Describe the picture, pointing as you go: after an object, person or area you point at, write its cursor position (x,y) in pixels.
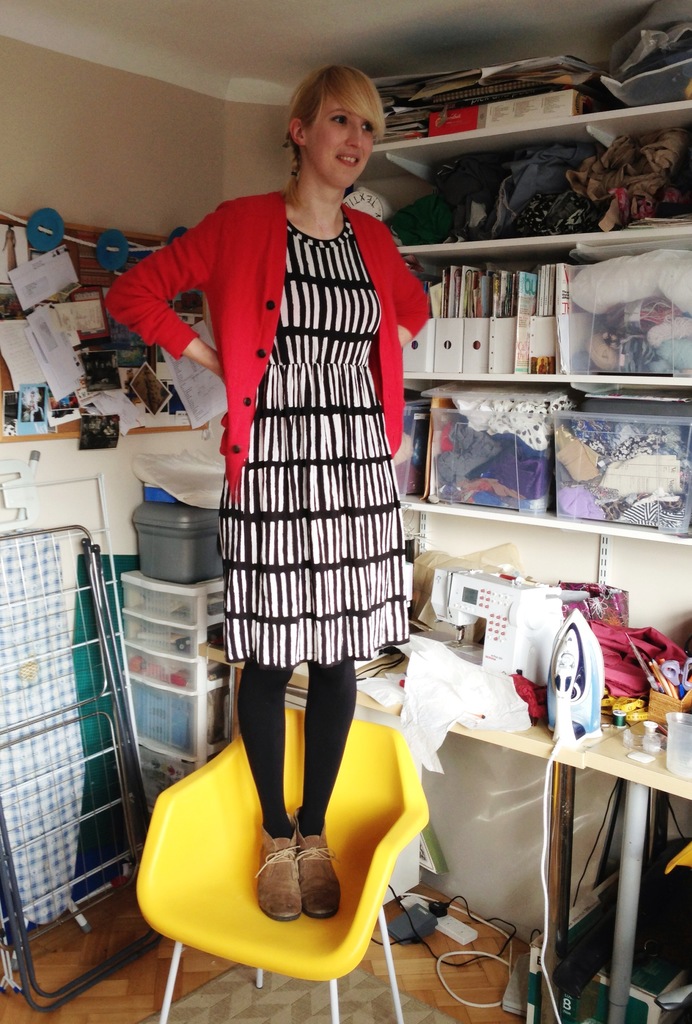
The image is inside the room (682,553). In the image there is a woman (381,362) standing on chair (312,969) behind the woman (315,662) there is a table (305,679). On table (305,670) we can see a iron box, jar (679,744), threads (623,719), clothes (622,684) and a machine (496,611). On right side (489,223) there is a shelf (503,136) on shelf (544,126) we can see some books (457,308), papers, clothes (630,187), box (682,456). On left side (169,553) there is a box (177,560), chair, frame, papers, wall (83,171) which is in cream color and roof (243,4) on top (457,31).
